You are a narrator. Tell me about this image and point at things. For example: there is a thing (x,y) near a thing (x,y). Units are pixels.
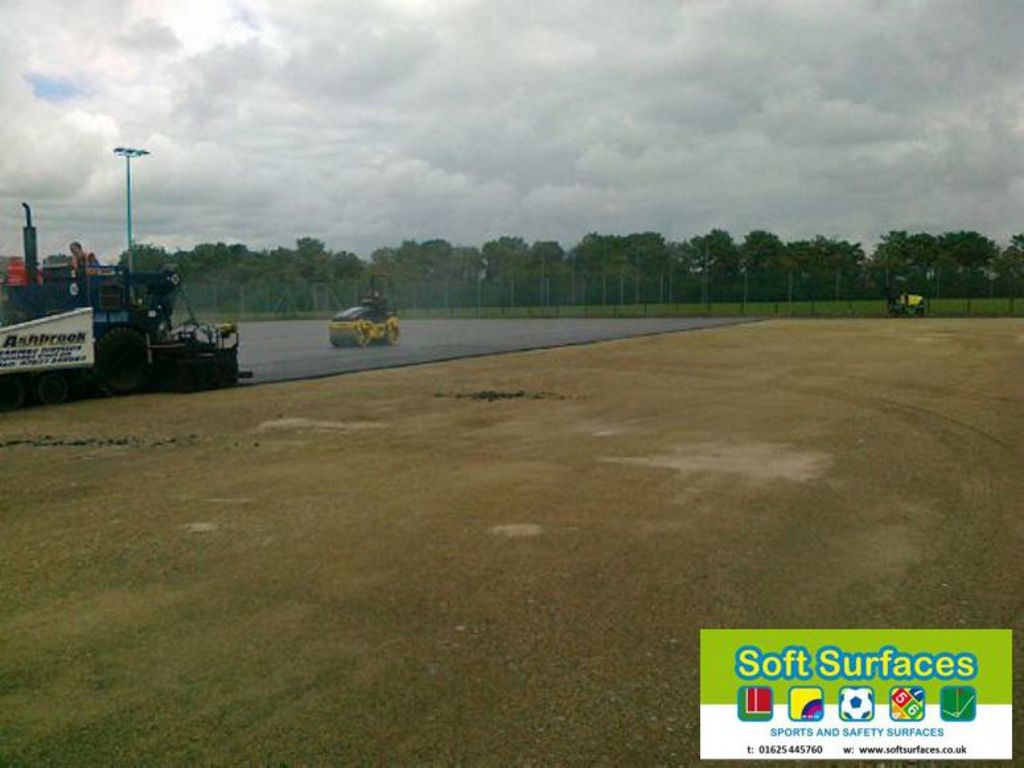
On the left (87,365) there are two vehicles (128,338) on the road (272,331). In the background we can see fence (657,280), an object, pole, trees (254,260), grass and clouds (971,103) in the sky (821,138).
